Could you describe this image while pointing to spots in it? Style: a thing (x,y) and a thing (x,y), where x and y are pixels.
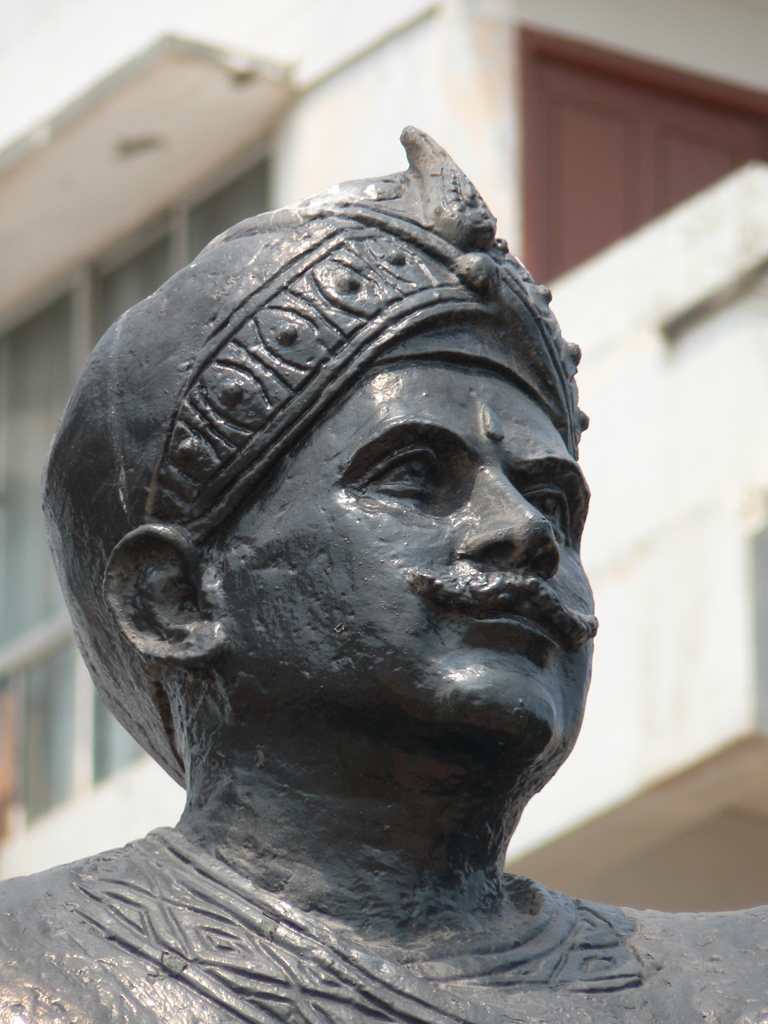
In the foreground (363,229) I can see a person's statue (355,761). In the background (65,209) I can see a building (374,163). This image is taken during a day.
